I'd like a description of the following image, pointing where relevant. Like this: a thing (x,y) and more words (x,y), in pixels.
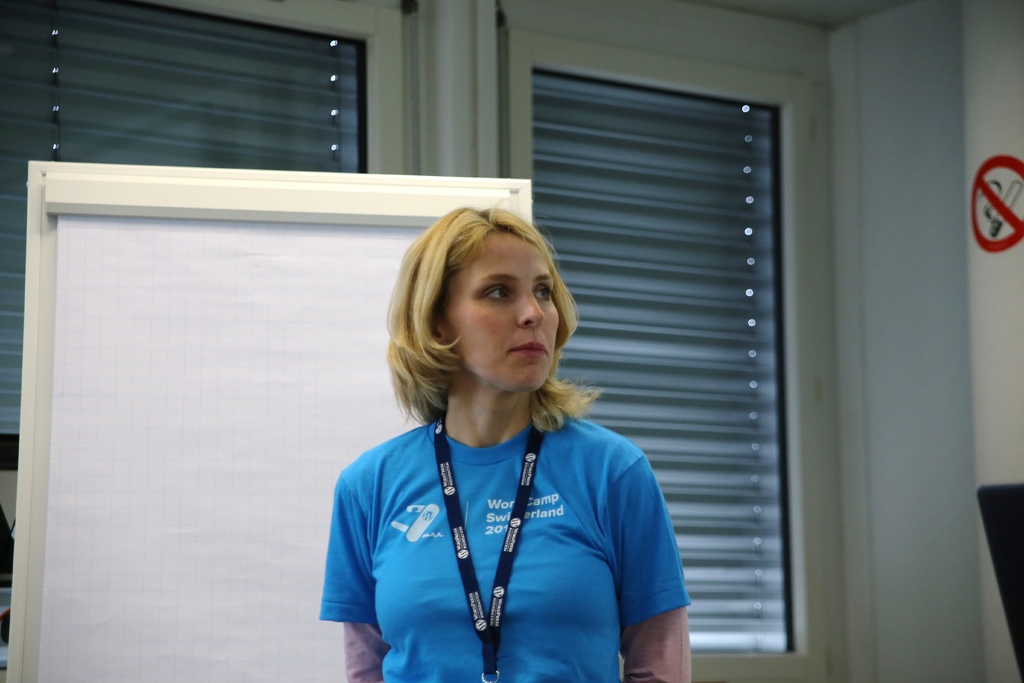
In this picture I can see a woman (539,563) in the middle (506,444), she is wearing a t-shirt (541,607), on the left side (285,201) there is a board (228,438). In the background (273,125) there are windows (751,267).
